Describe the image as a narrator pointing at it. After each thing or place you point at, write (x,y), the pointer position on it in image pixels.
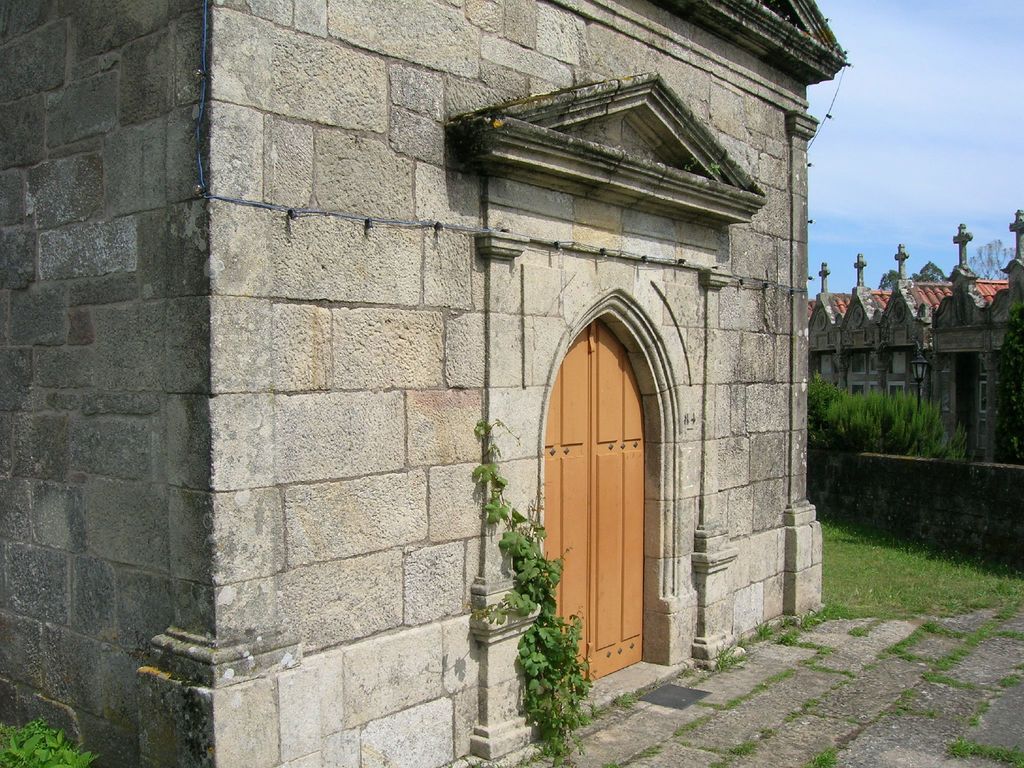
In this image there is a building (549,268). This is the door (583,513). This is looking like boundary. Here there are few plants (897,415). These are trees (927,278).
